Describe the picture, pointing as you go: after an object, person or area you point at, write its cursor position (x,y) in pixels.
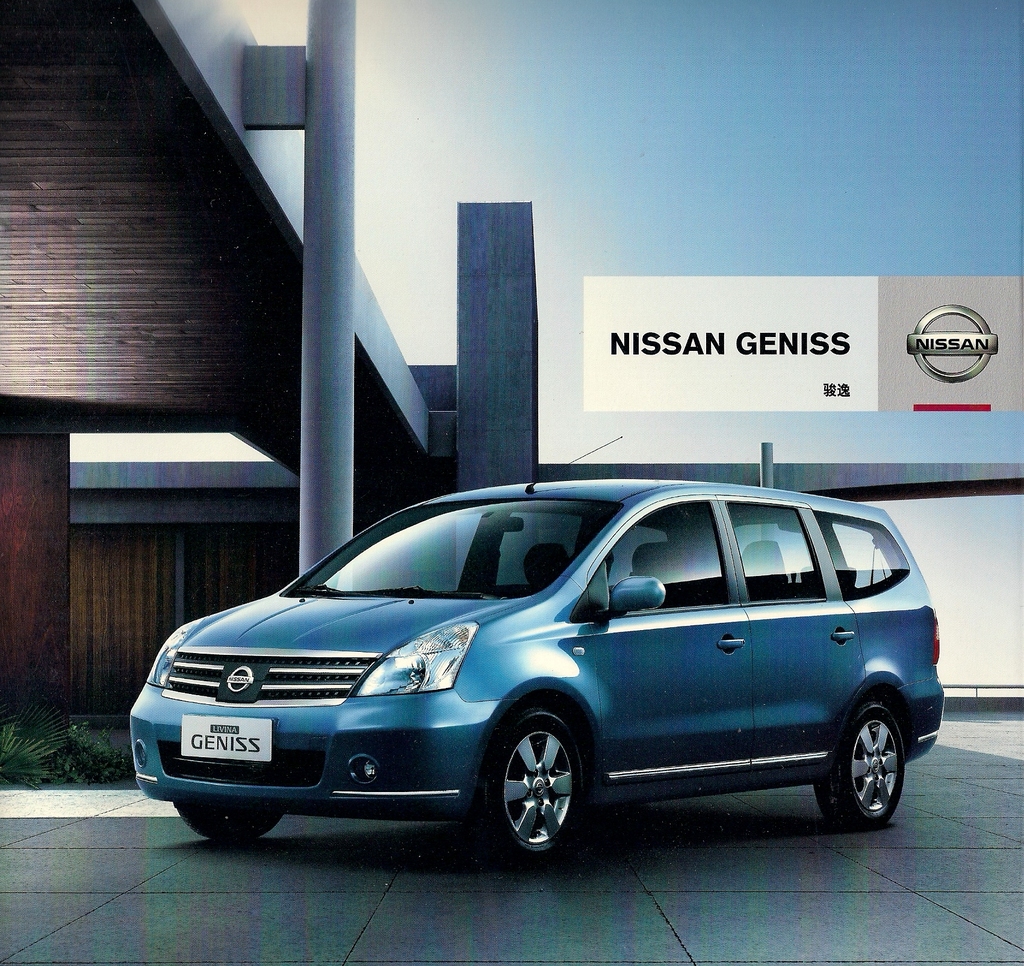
In the image there is a blue car (564,690) on the road (705,944) and behind it there is a building (281,400) and above its sky (910,196).
